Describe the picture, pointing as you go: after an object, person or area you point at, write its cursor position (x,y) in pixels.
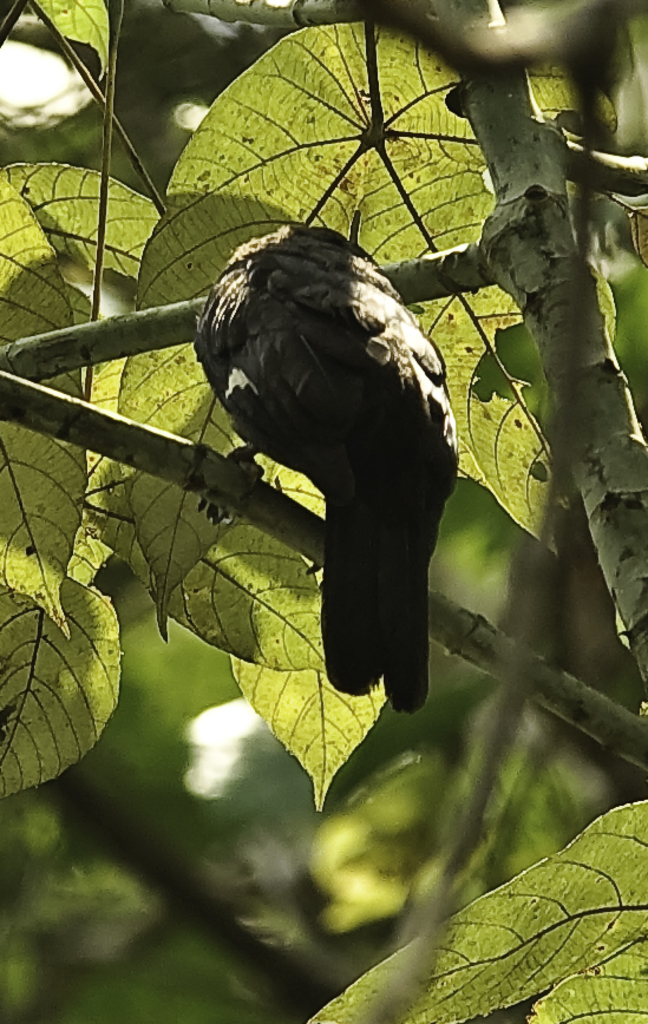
In this image there is a bird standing on the branch (246,496) of a tree (195,450).
